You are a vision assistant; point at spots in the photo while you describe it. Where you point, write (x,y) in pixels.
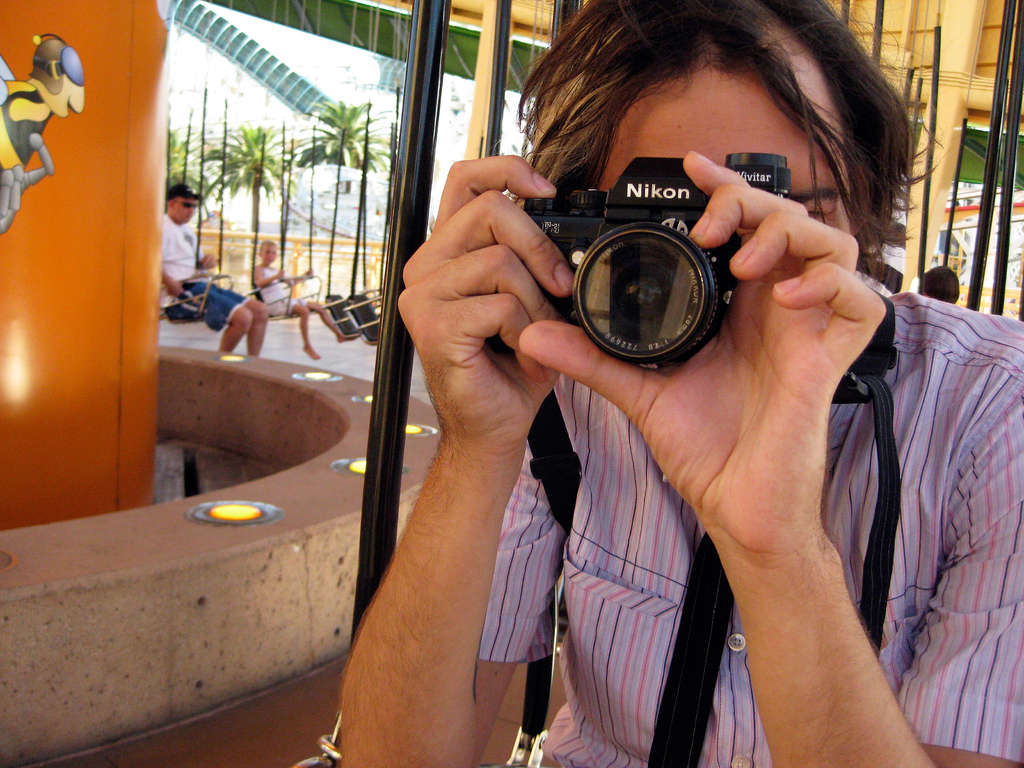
In the image I can see a person (697,372) who is holding the camera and also I can some poles (933,75), trees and some people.
